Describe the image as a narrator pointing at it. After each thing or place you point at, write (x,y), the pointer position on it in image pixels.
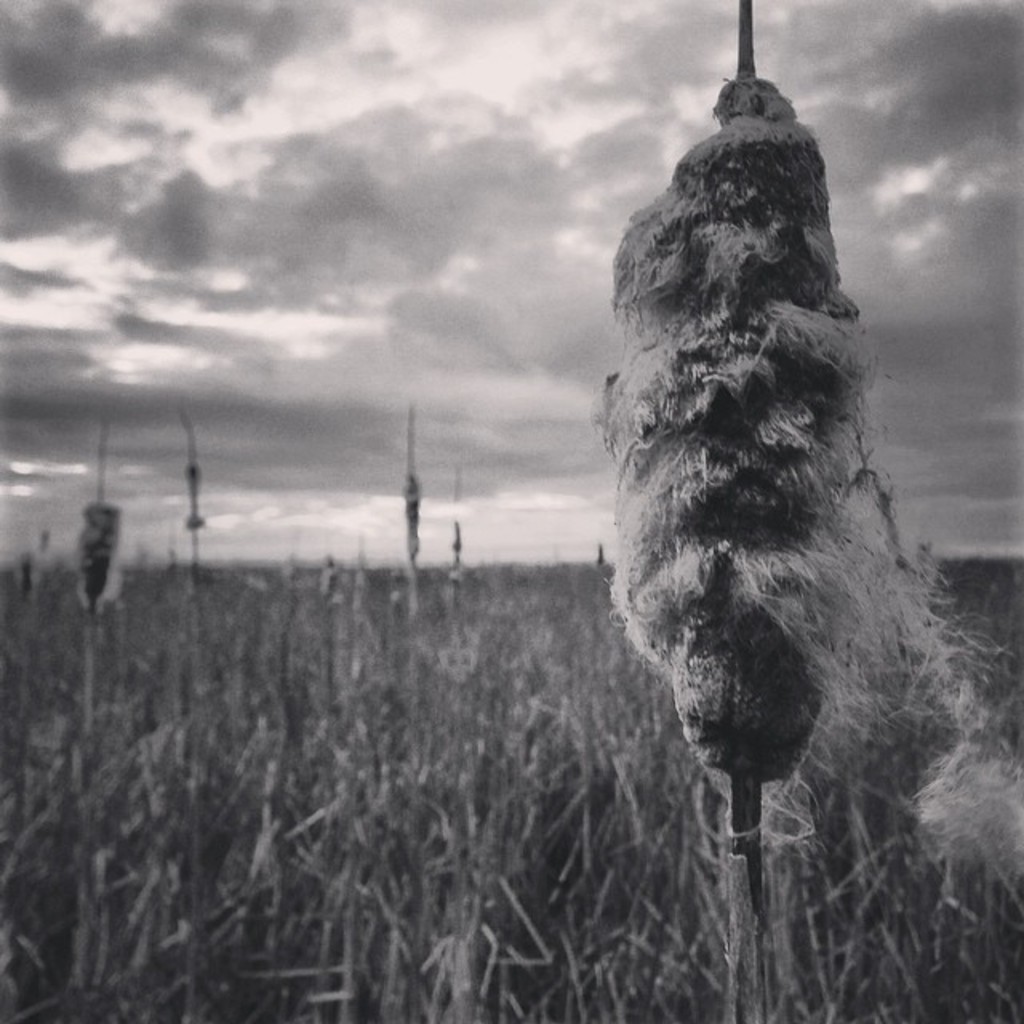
This is a black and white image. These are the kind of plants (483,671). In the background (460,277), there is the sky (522,167).
